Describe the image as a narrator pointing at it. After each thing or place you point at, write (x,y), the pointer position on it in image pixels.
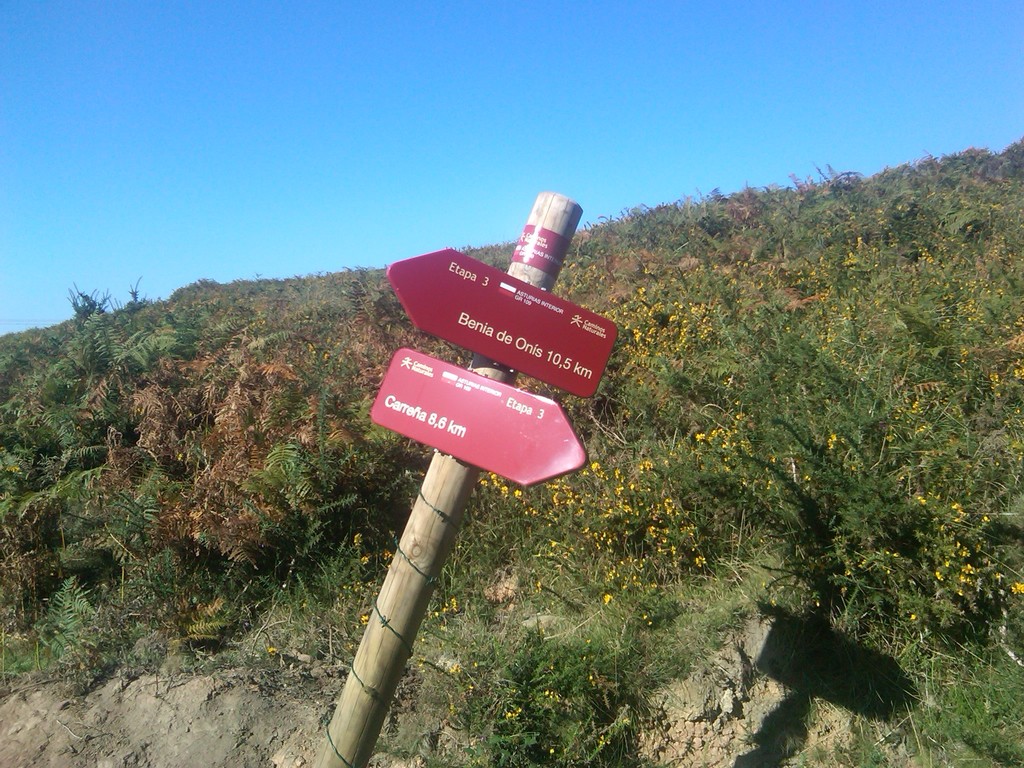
In this image we can see a sign board (594,323) which is in red color attached to a pole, we can see some flowers (660,513) and plants (244,578). We can see the sky (236,130).
